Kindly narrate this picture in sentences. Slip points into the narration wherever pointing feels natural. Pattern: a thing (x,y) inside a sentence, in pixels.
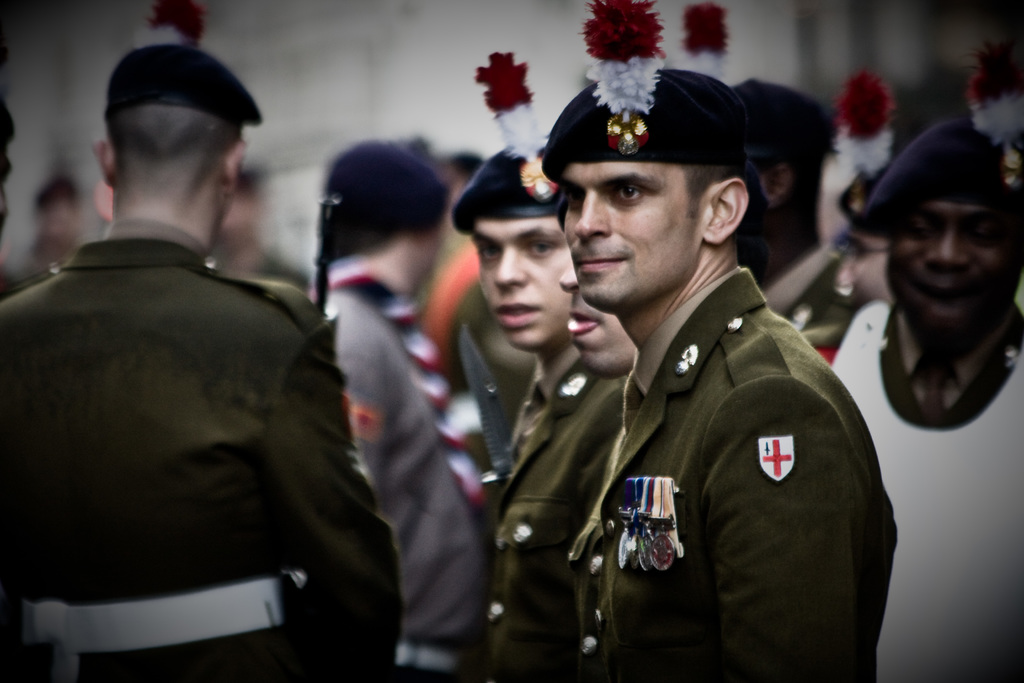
In this image, we can see people (240,365) standing and wearing caps (969,172).
